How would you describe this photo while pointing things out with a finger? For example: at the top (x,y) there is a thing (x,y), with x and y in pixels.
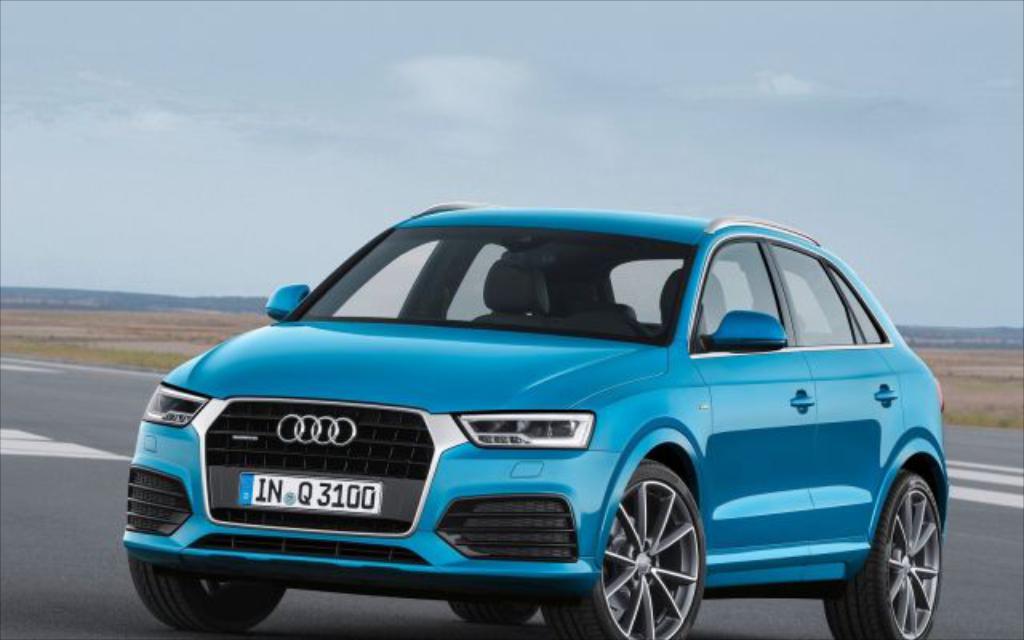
Here we can see a blue Audi car (394,510) with number plate (338,491) and wheels (884,534) on the road (79,578).
